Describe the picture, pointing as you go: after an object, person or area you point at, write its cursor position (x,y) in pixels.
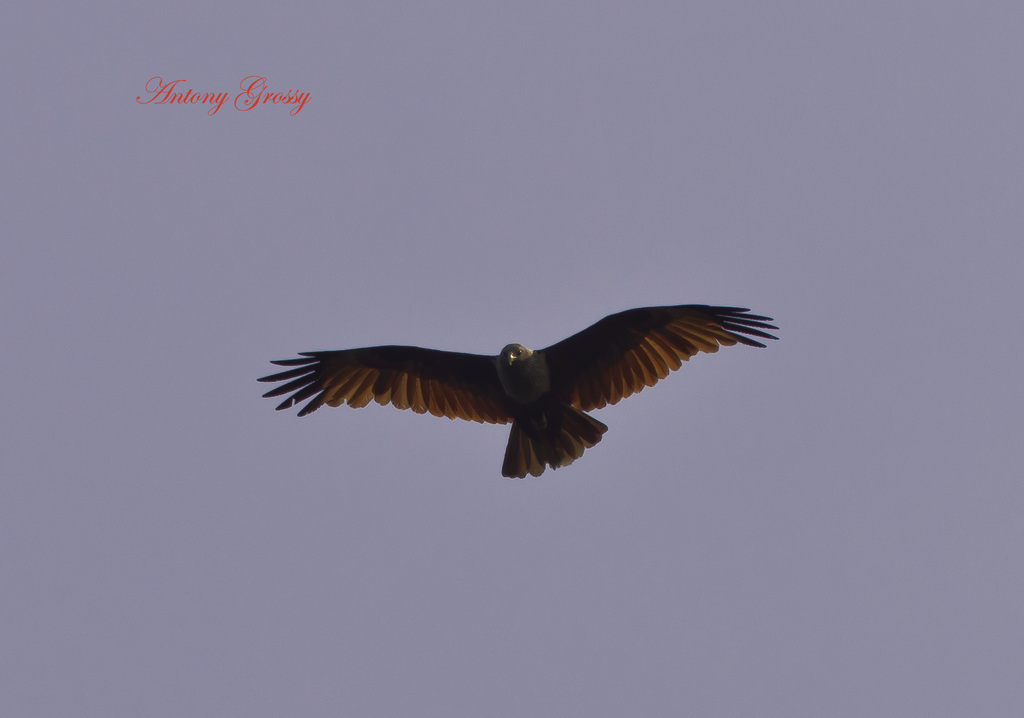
In this image, in the middle (520,472), we can see a bird (529,471) flying in the air (416,511). In the background (423,289), we can see a sky (779,108).
